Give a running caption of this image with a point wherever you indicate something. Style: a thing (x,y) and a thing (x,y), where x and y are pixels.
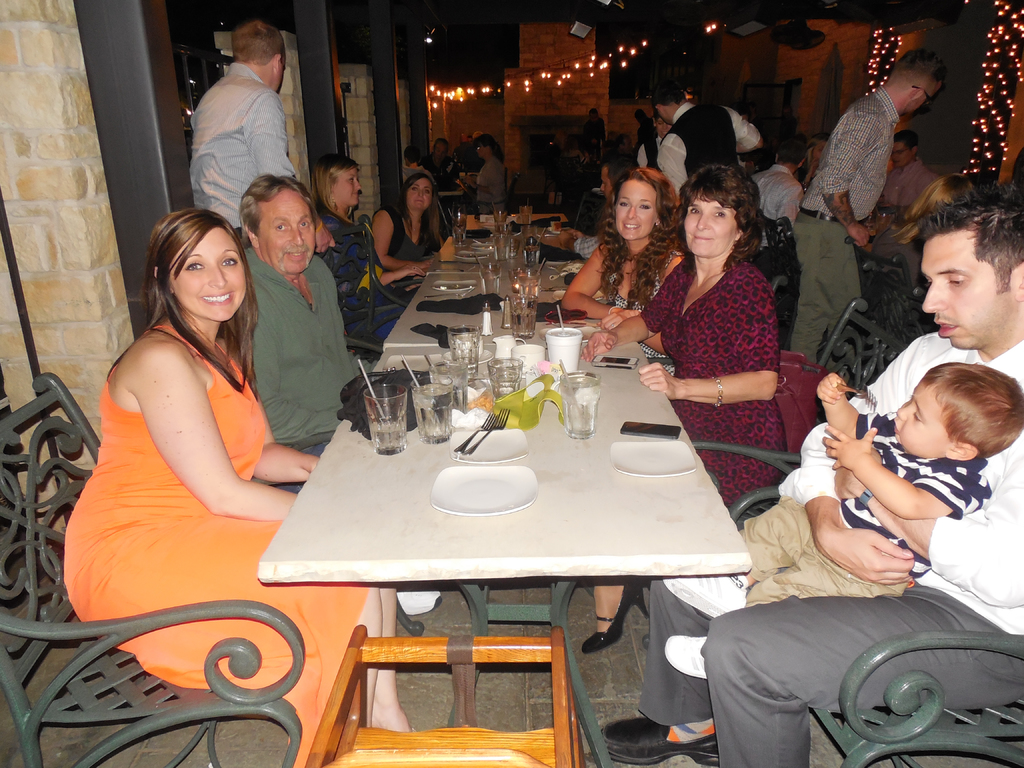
In this picture there is a big dining table (350,463) in the middle of the image (406,494) and there are two rows of peoples (381,258) those who are sitting on the chairs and facing to the front side of the image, there are different types of glasses (434,437), plates (469,435), and spoons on the table (543,294), it seems to be a hotel (543,188) as the waiters (670,148) are there at the right side of the image (699,138), the person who is sitting at the right side of the image (860,620) he is holding a baby (790,508) in his laps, there are different types of lights (433,105) in the image.
